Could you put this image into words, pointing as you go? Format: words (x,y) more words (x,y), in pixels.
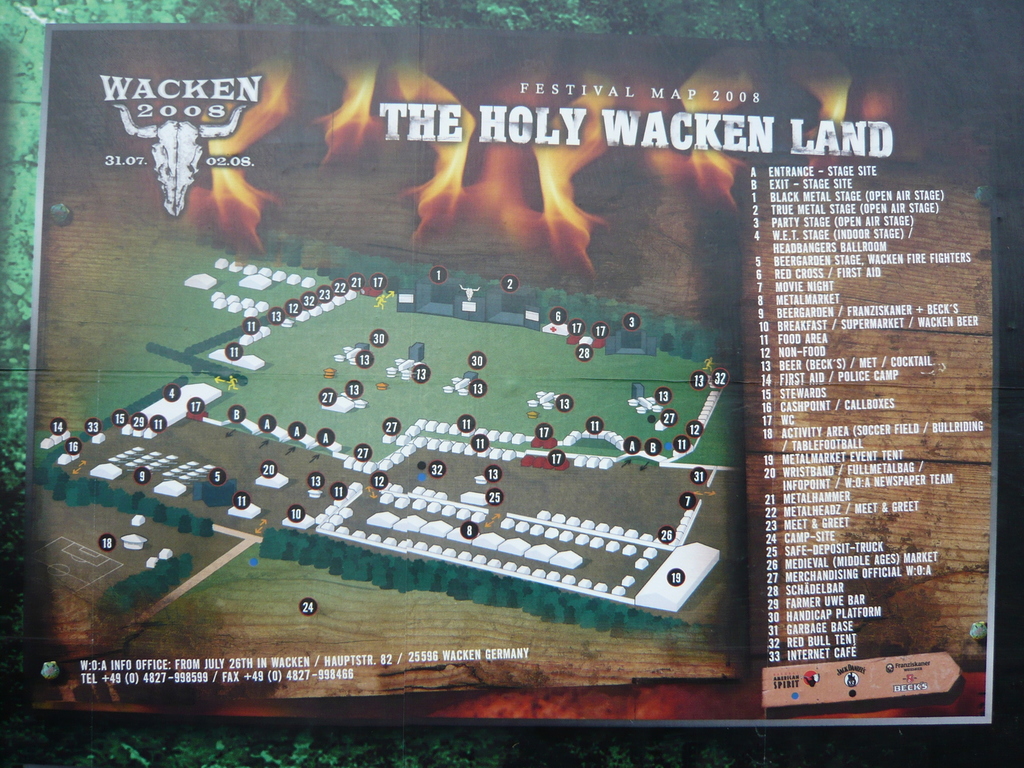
In this image I can see a board (599,277) and on the left side of it I can see a map (371,552) and on the other sides I can see something is written.
